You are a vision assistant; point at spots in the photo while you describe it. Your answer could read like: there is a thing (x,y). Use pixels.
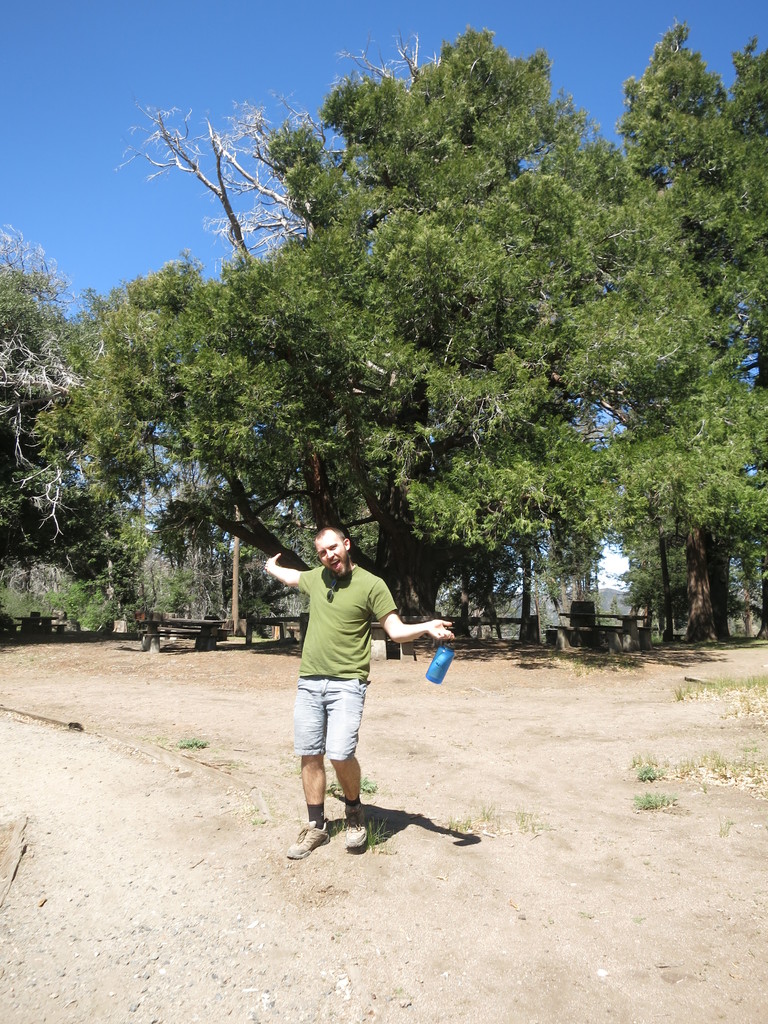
Here we can see a man (364,604) holding a bottle (442,676) with his hand (439,636). In the background (296,559) we can see trees (416,518) and sky (222,121).
